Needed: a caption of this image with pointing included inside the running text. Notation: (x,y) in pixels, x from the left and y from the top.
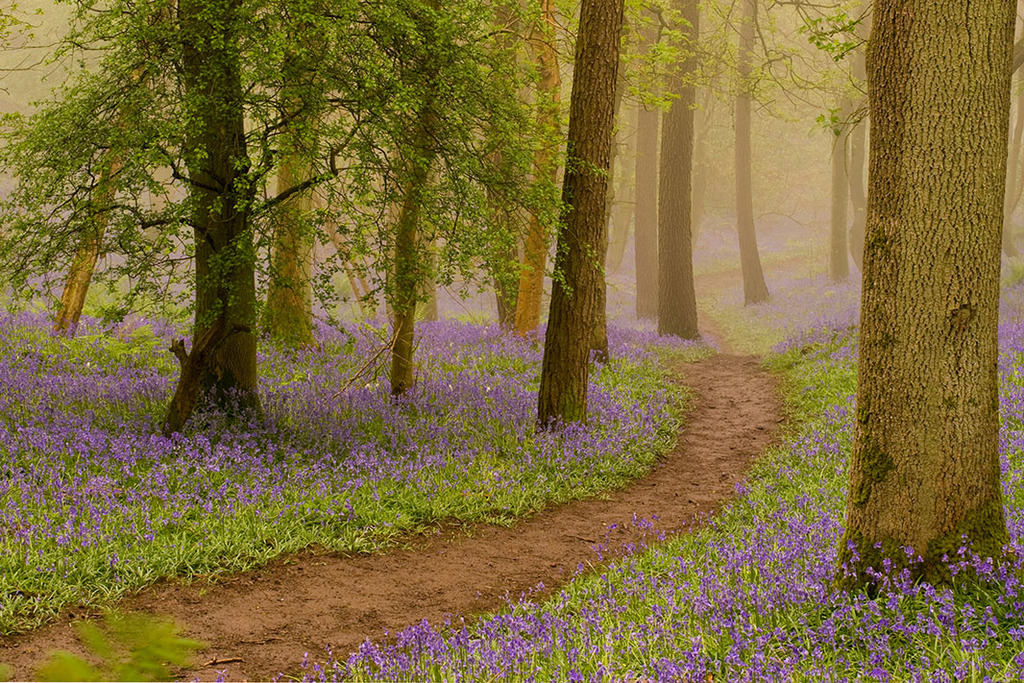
In this picture we can see few flowers (318,451), plants (391,428) and trees (404,122).
